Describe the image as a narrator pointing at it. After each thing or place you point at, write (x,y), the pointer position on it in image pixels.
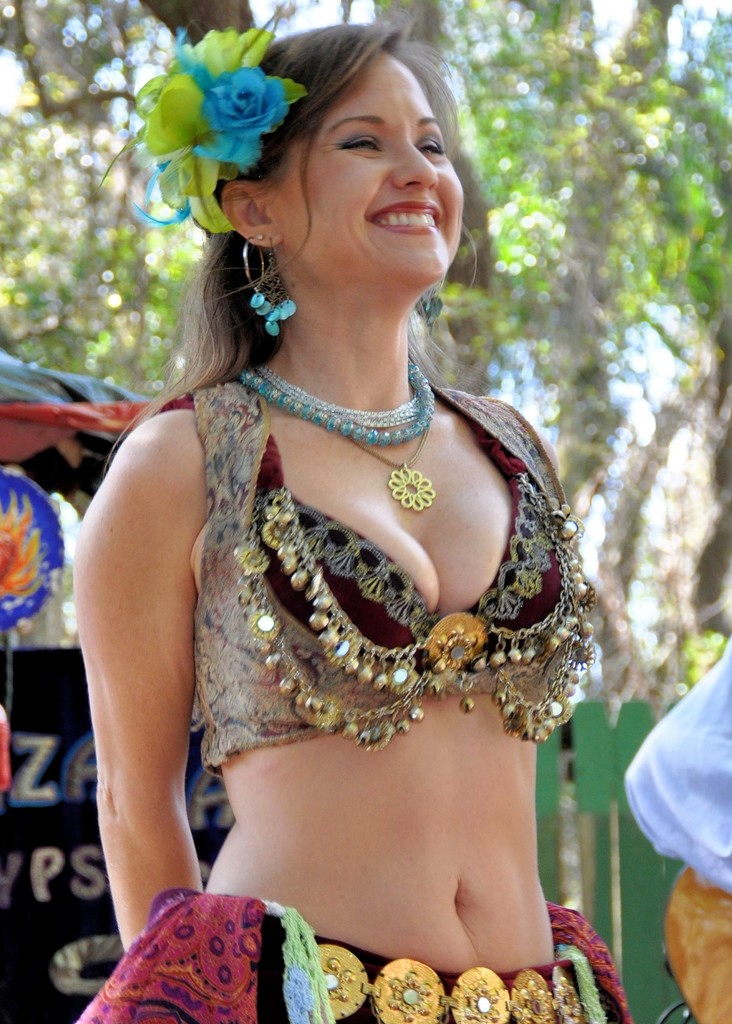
As we can see in the image in the front (431,603) there is a woman (234,677) and in the background (546,310) there are trees (533,265).
